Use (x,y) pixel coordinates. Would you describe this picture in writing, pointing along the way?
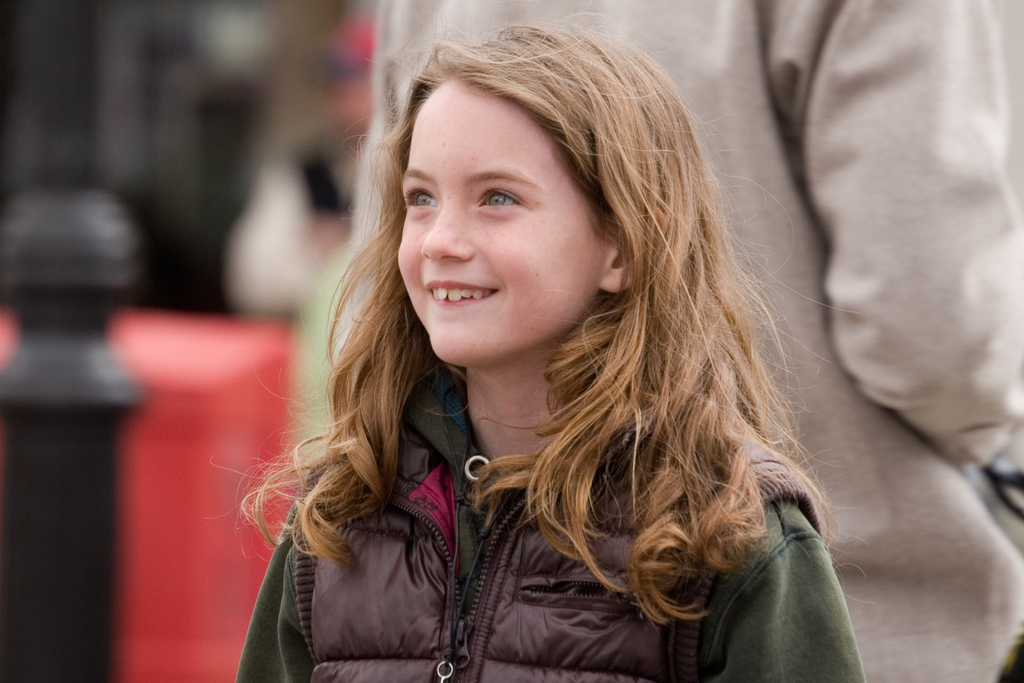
In this image we can see one girl (503,525) standing and smiling. There is one black pole (87,515), one red object (204,329) on the surface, some people (862,270) in the background (870,418) and the background (228,36) is blurred.
